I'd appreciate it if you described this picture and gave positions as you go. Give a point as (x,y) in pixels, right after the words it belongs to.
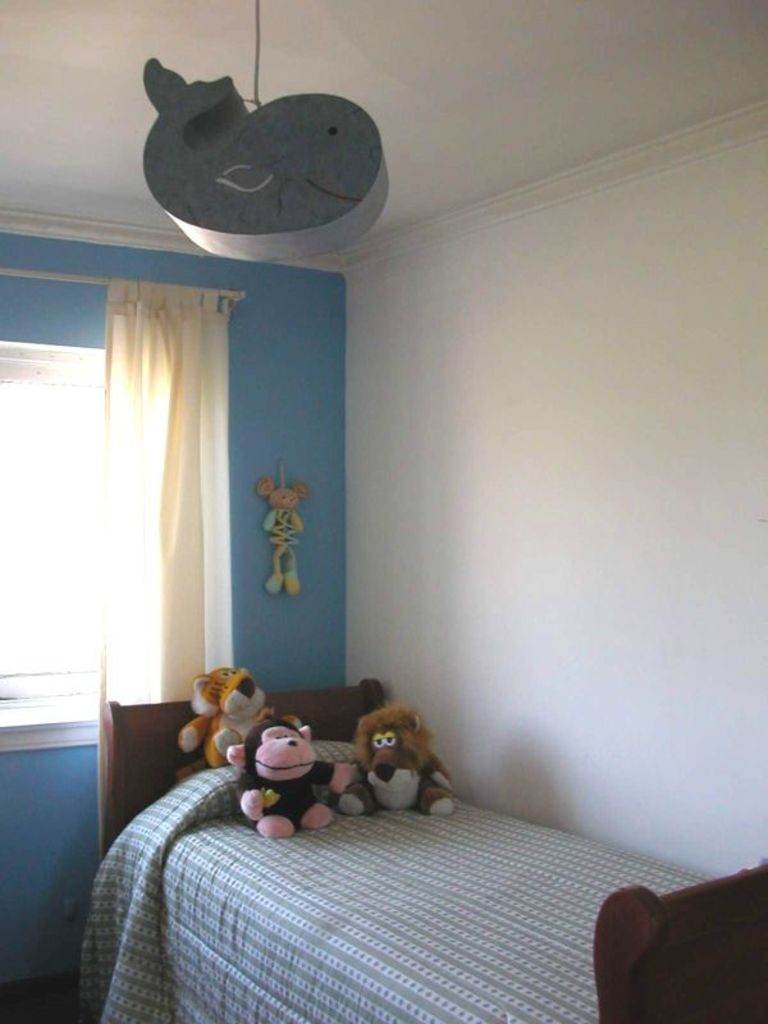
This picture is clicked inside the room (569,275). Here, we see a bed (436,846) on which toys (253,750) are placed. Behind that, we see blue wall (272,607). Beside that, we see window (83,510) and curtain (186,475) and on the right side of the picture (519,302), we see a white wall (530,400).
